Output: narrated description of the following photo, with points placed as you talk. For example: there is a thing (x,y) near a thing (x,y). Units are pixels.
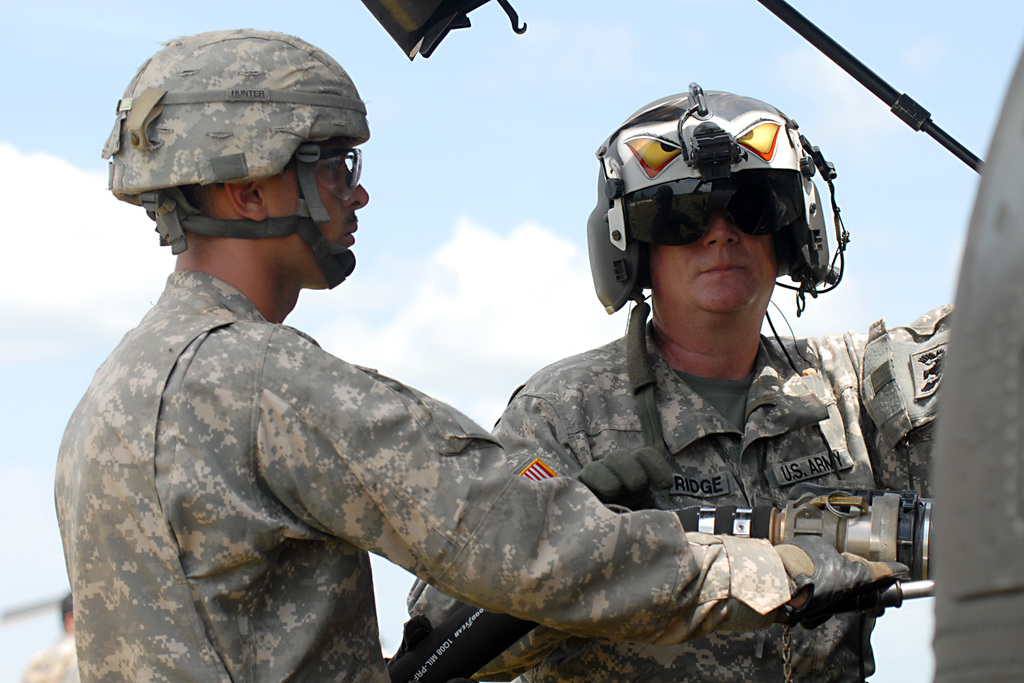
This picture describes about group of people (465,437), few people (642,154) wore helmets (287,77), on the left side of the image (166,426) we can see a man (166,426), he is holding a pipe (739,521).
